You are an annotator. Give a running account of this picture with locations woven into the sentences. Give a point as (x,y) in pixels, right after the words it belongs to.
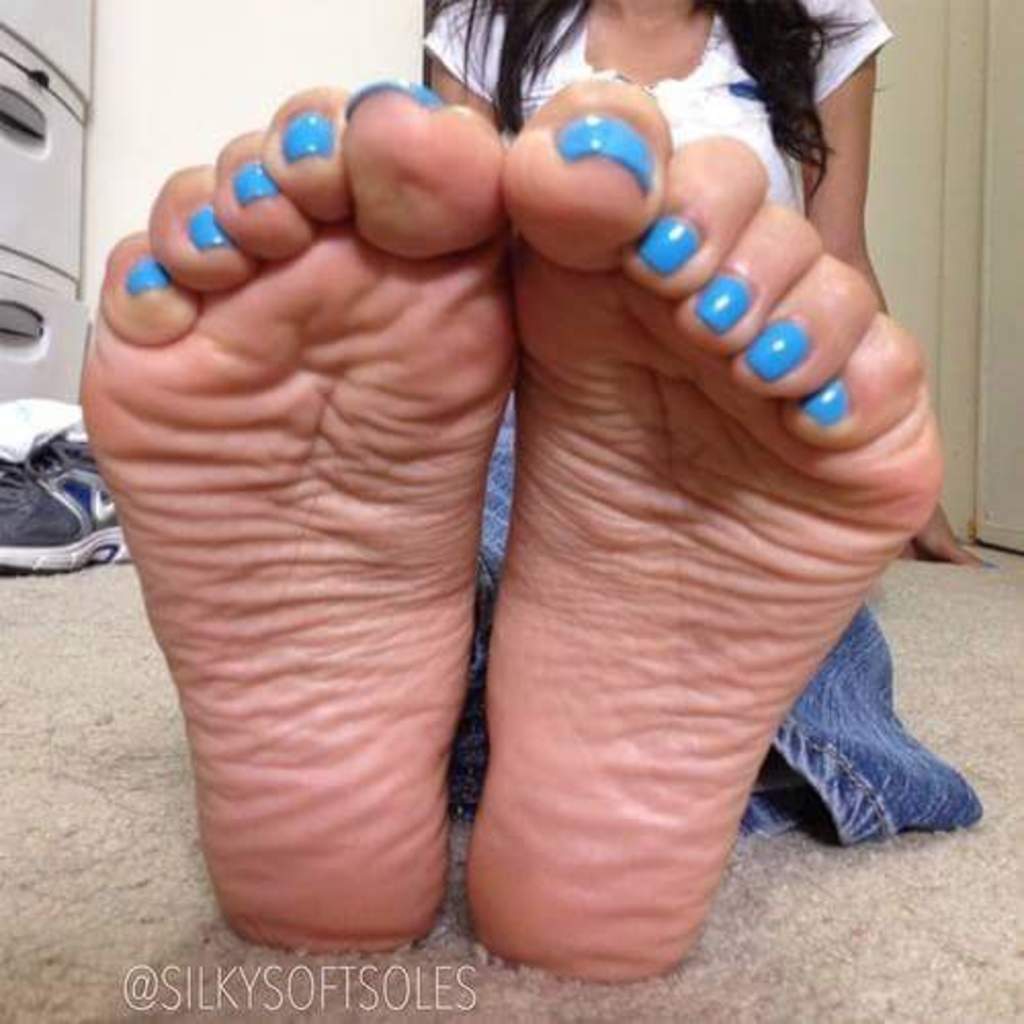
In this image I can see a woman (487,865) on the floor (429,955) and a text (347,997). In the background (20,548) I can see a wall (176,163), shoes (16,519) and some object (78,106). This image is taken may be in a hall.
